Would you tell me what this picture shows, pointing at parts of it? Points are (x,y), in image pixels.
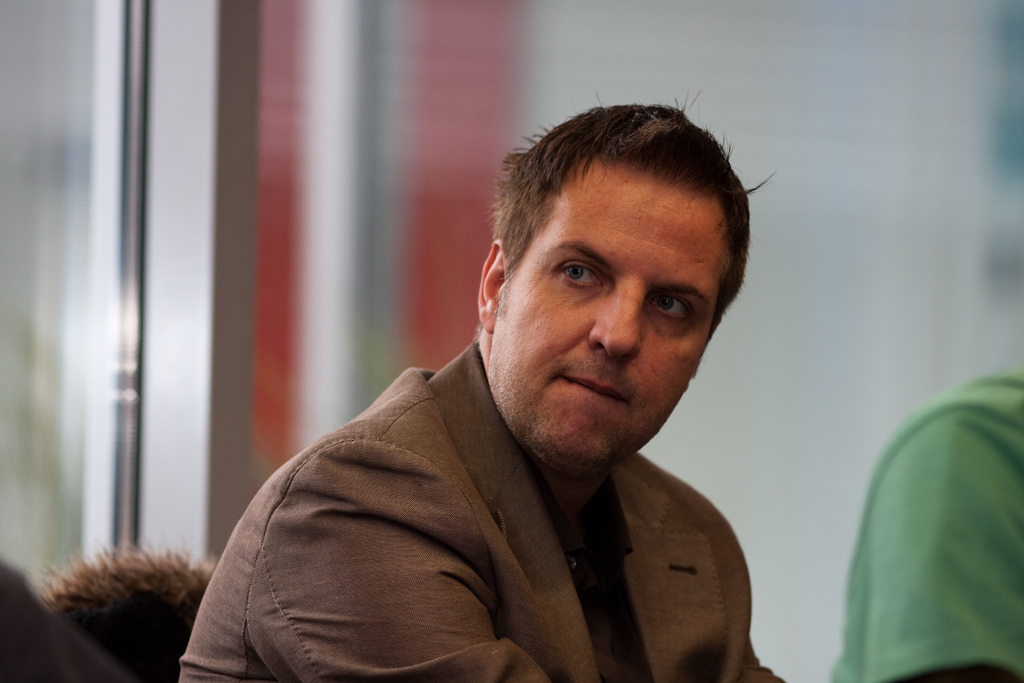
In this picture we can observe a person (442,481) sitting in the chair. He is wearing a brown color coat (498,530). On the right side (909,566) we can observe another person (932,559) sitting. The background is blurred.
